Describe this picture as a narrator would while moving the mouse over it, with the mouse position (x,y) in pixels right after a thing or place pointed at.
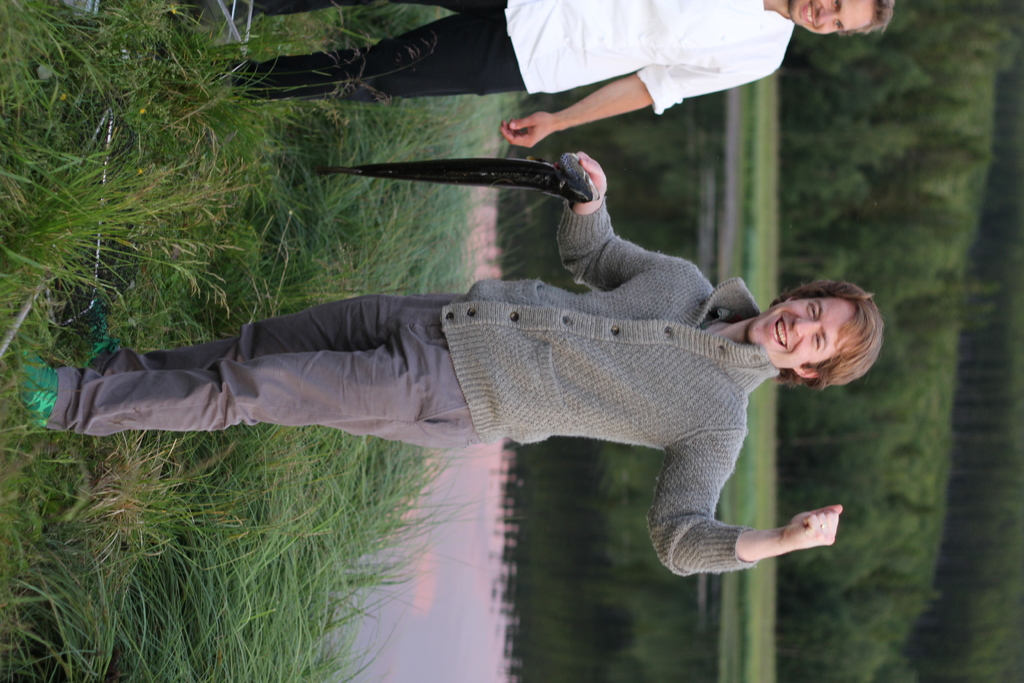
In this image, I can see a person (588,385) standing on the grass (118,253) and smiling. He is holding a fish (548,191). At the top of the image (506,51), there is another person (592,56) standing and smiling. Behind the two persons (679,321), there is water (517,536) and trees (862,498).
